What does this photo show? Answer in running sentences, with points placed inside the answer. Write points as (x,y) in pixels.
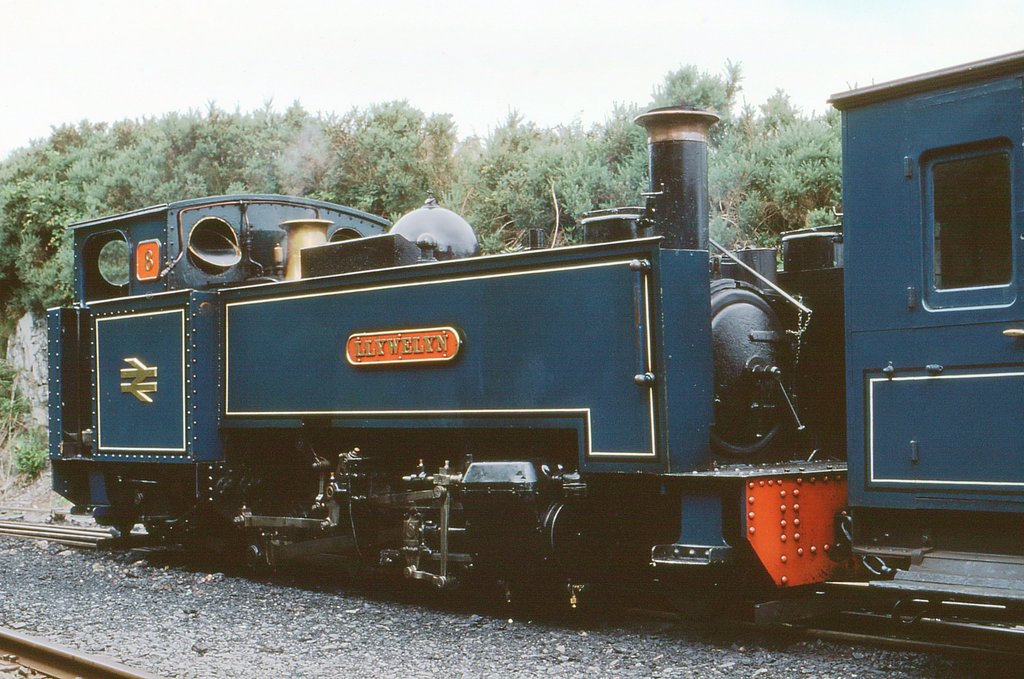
In this picture we can see railway tracks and stones (197,634) at the bottom (292,597), on the right side (866,463) there is a train (866,463), in the background (548,161) we can see trees (420,158), there is the sky (248,68) at the top of the picture (239,41).
